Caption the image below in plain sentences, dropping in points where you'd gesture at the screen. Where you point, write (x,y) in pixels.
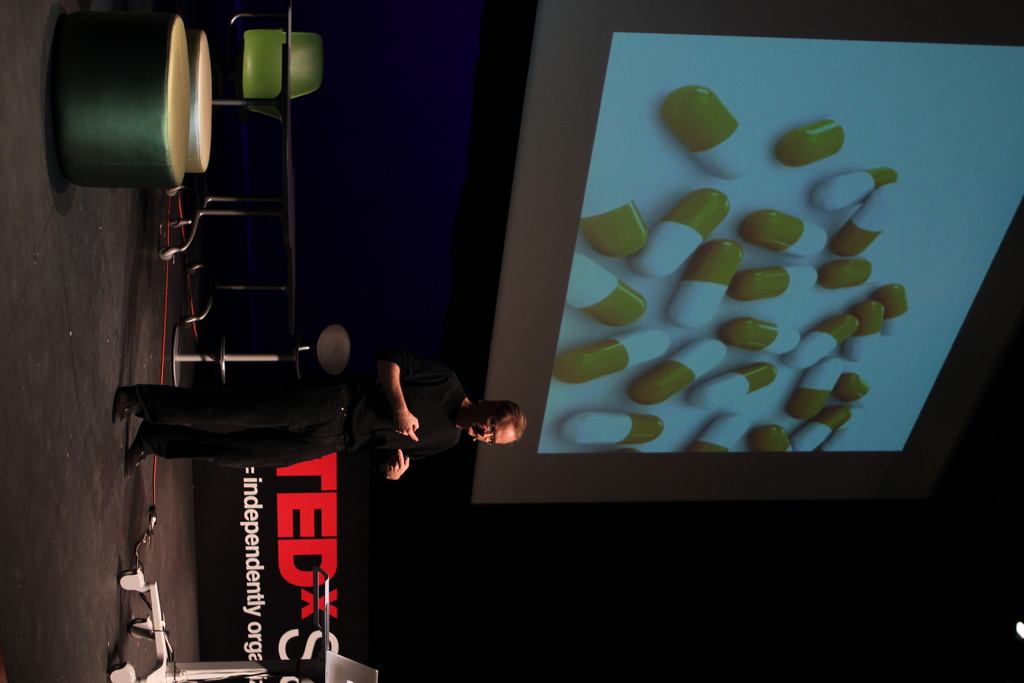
In this image, I can see a person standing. This is a table (295,316). I can see the chairs (260,94) and stools (151,130). At the bottom of the image (266,660), I can see a laptop (341,668) placed on a table (144,634). I think this is a screen (540,221) with the display (971,113). This looks like a board (304,558).
